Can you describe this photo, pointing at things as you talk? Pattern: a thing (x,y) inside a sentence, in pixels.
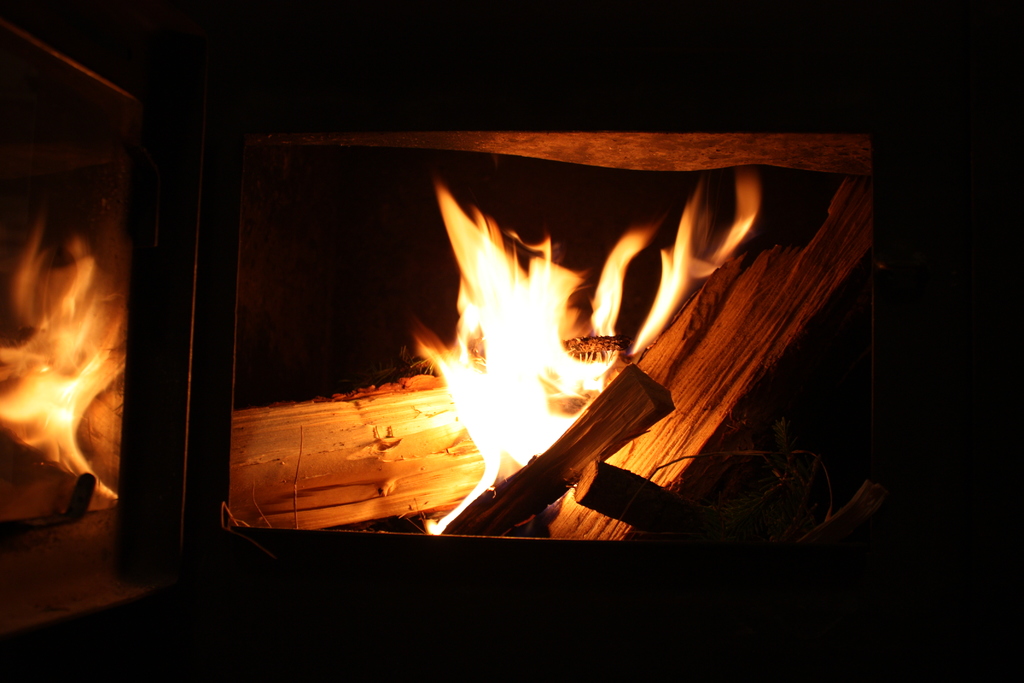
In this image I can see the fire (496,444) and the wooden logs (374,449). I can see the black background.
